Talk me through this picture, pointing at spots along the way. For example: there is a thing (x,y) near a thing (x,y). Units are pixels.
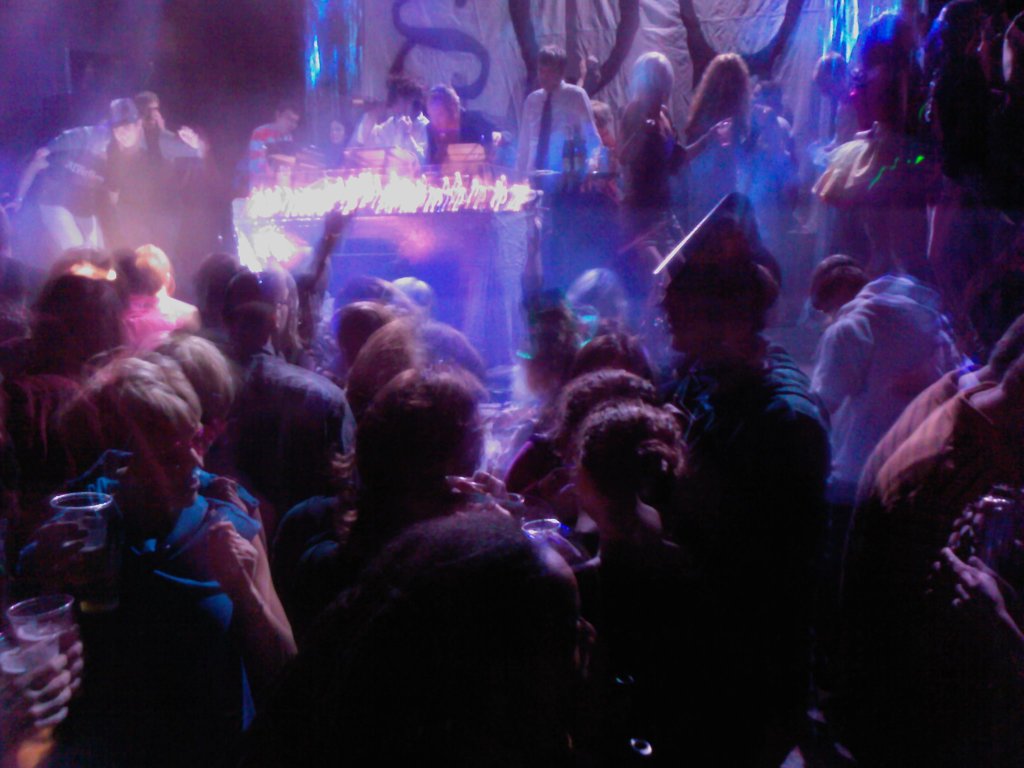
In front of the image there are people (589,274). There is a table (473,256). On top of it there are lights (359,204). In the background of the image (731,3) there is a banner (591,24).
